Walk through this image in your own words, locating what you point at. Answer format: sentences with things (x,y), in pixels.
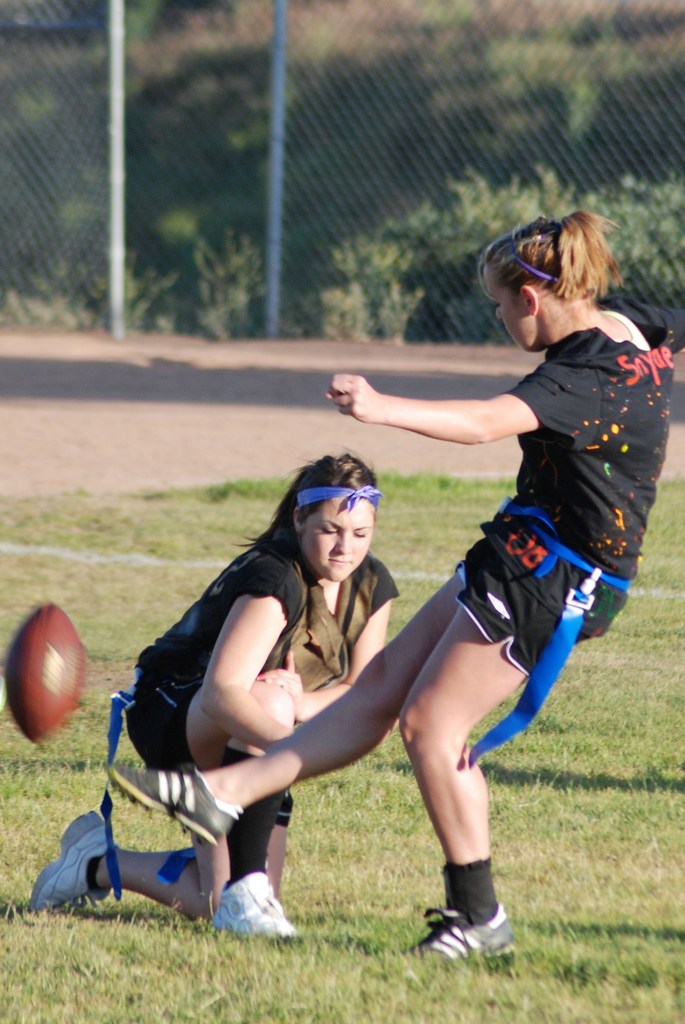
In the center of the image (290,545) we can see a lady (301,554) is sitting on her knee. On the right side of the image (538,504) we can see a lady (435,708) is playing. In the background of the image (680,223) we can see the mesh (284,244) and some plants (231,273). On the left side of the image (49,715) we can see a ball (53,641). At the bottom of the image (379,923) we can see the ground (335,949).
